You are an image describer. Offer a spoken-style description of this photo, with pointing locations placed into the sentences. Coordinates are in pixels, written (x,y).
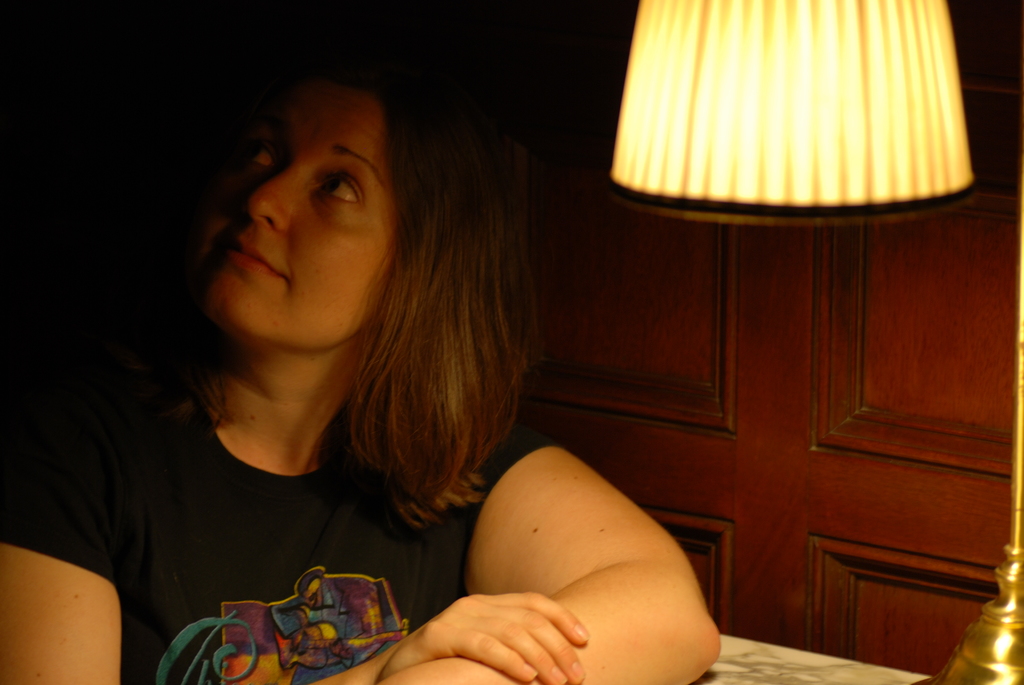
In this picture we can see a woman (369,504), she wore a black color t-shirt (198,511), we can see a lamp (904,115) where, there is a dark background (34,23).
